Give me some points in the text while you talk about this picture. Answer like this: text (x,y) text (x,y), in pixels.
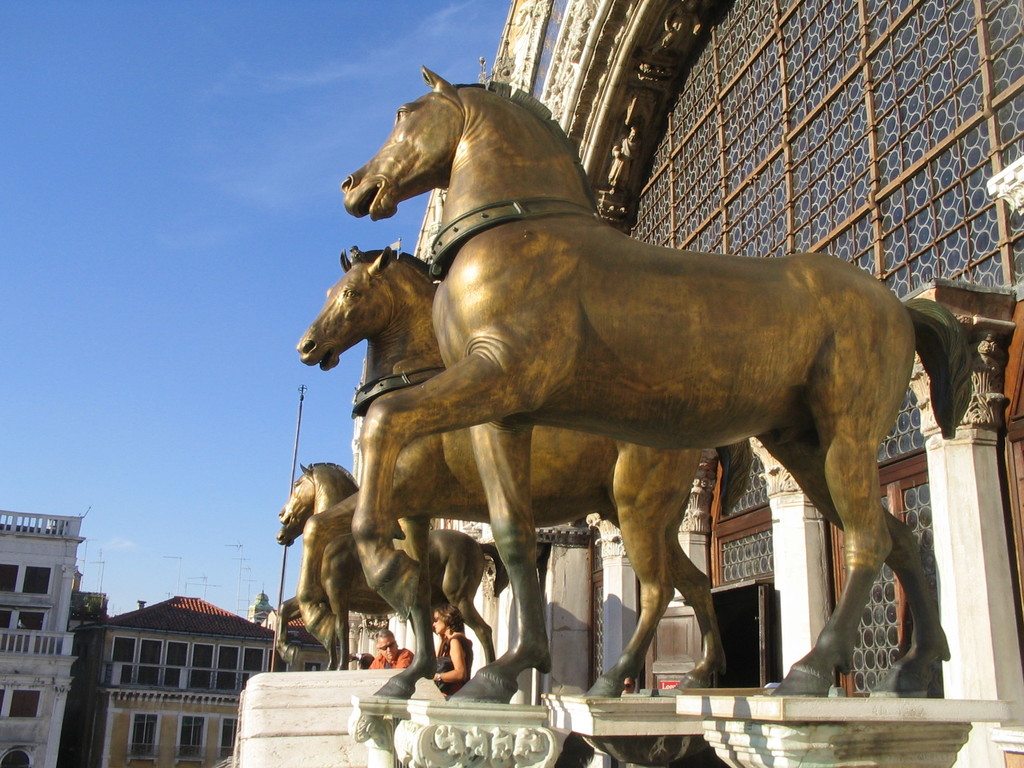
In this image there is the sky (184,255), there are buildings (181,641), there is a building (59,646) truncated towards the left of the image (32,628), there is a building (786,121) truncated towards the right of the image (827,114), there are pillars (993,552), there are doors (674,649), there are windows (600,630), there are persons (396,650), there is a wall (269,693), there are statues of horses (491,454) on the floor (778,714).
